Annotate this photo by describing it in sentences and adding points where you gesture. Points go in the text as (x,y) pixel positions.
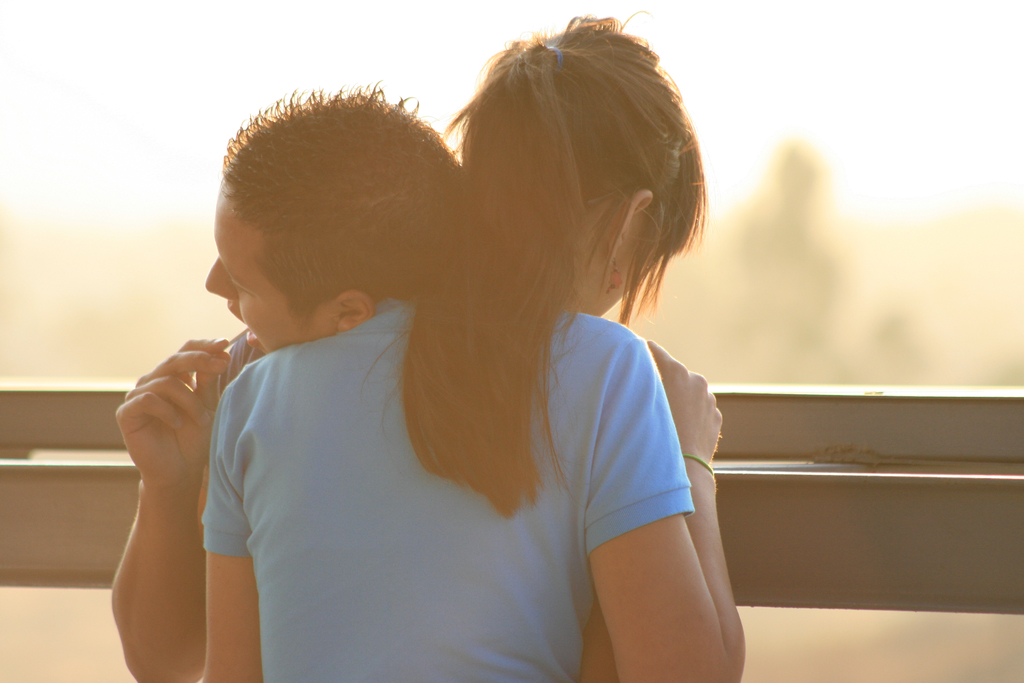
This picture seems to be clicked outside. In the foreground (461,301) we can see the two persons (427,445) seems to be standing on the ground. The background of the image (997,245) is blur. In the center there is an object (898,488) seems to be a guard rail (942,451).
